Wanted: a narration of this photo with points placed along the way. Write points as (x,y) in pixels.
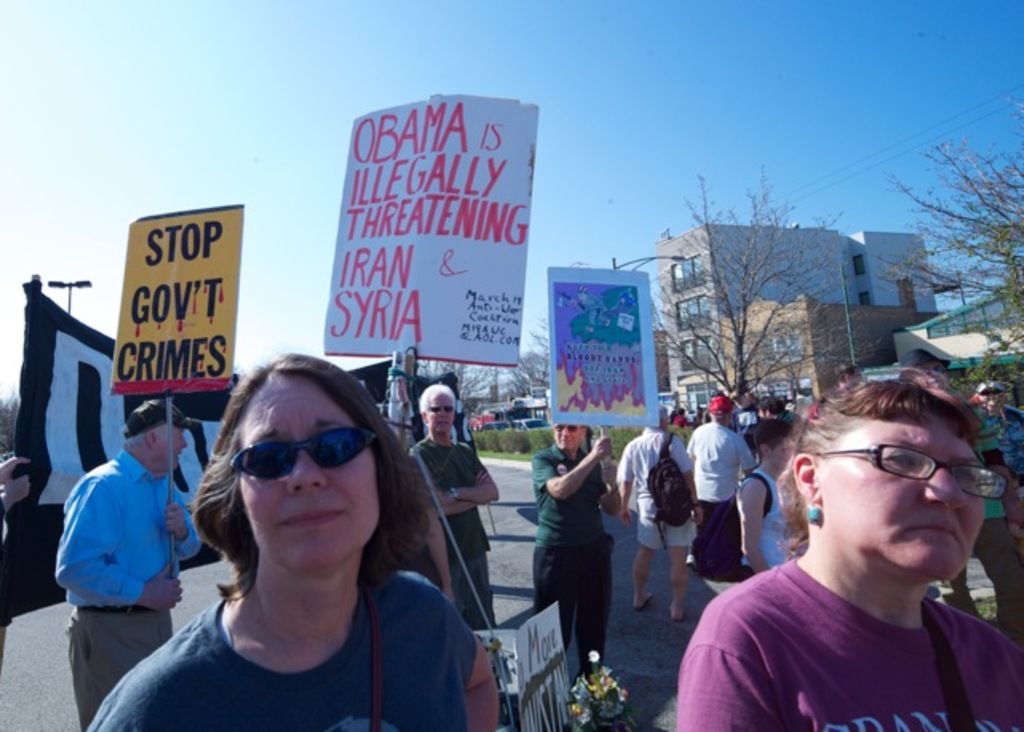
As we can see in the image there are group of people (289,726), banners (449,315), trees (744,328), plants (525,435), vehicles (527,417) and buildings (826,274). At the top (430,88) there is sky (416,82).
